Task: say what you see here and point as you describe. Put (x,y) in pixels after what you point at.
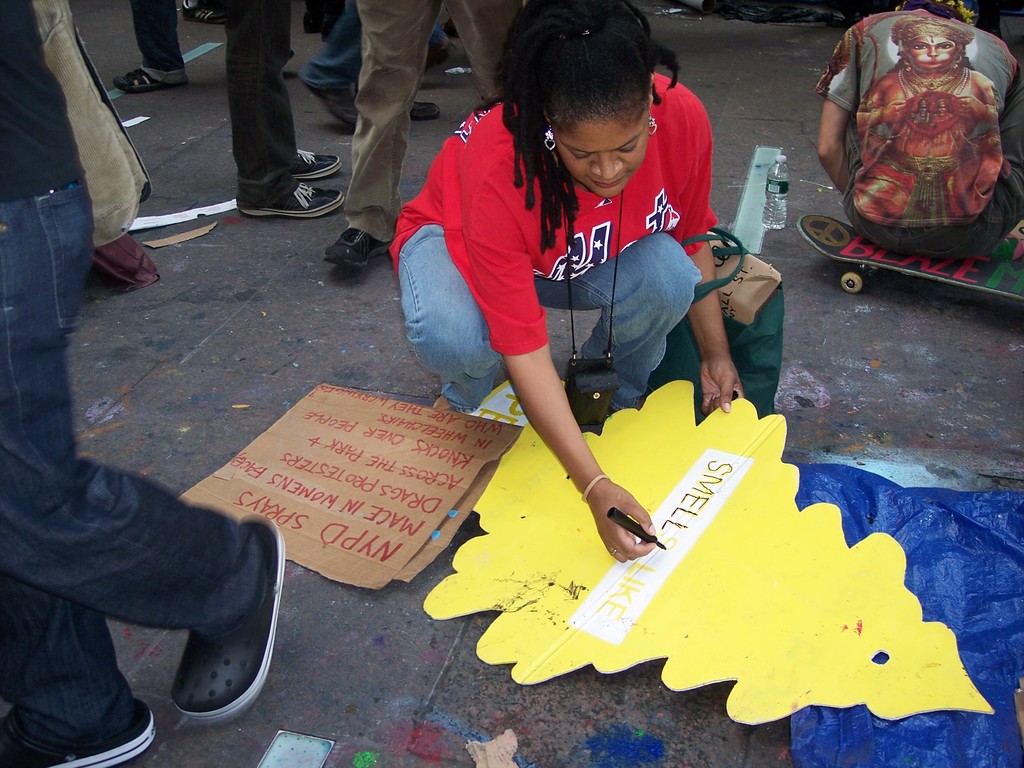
In this image we can see persons (150,492) standing on the road (212,331) and one of them is sitting and drawing something on the cardboards (642,588). In the background (926,102) we can see persons (926,209) sitting on the skateboard (865,252), plastic bottle (772,195), bag (743,372) and some text (302,466) written on the board (360,460).
